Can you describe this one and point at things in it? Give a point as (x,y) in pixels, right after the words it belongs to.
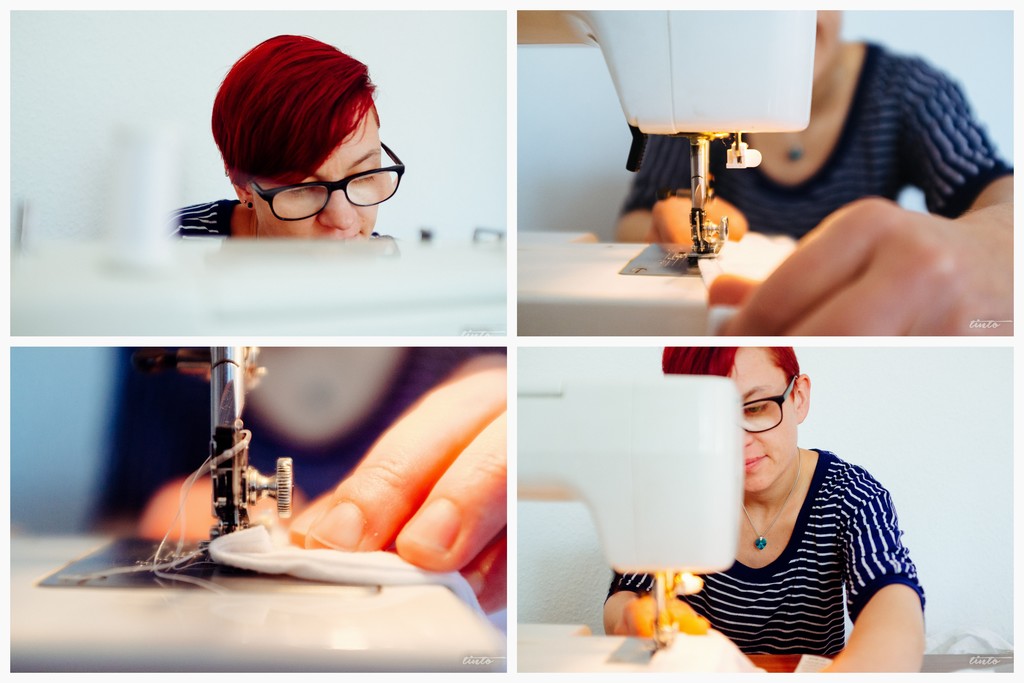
As we can see in the image there is a person (761,590) wearing blue color dress (719,190) and there is a sewing machine (180,563).
